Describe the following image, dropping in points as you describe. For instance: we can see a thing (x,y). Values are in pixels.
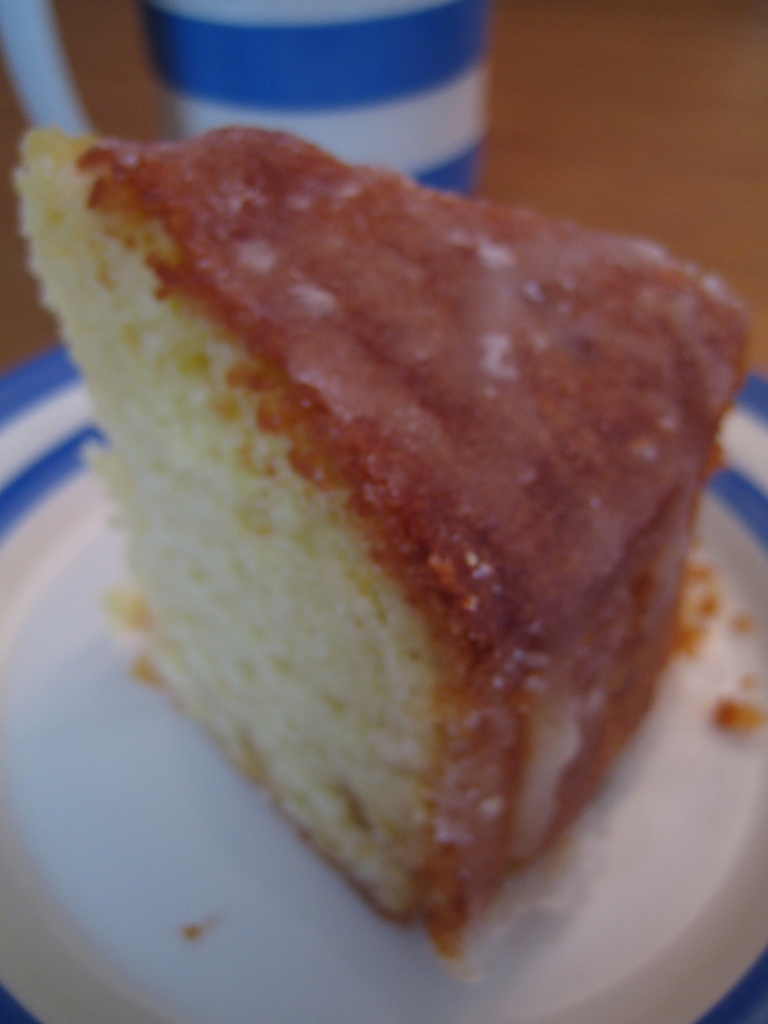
In the picture we can see a piece of cake (319,748) is cut and kept on the white color plate (112,1008). In the background (334,62), we can see another object (344,62) which is in blue and white color.
